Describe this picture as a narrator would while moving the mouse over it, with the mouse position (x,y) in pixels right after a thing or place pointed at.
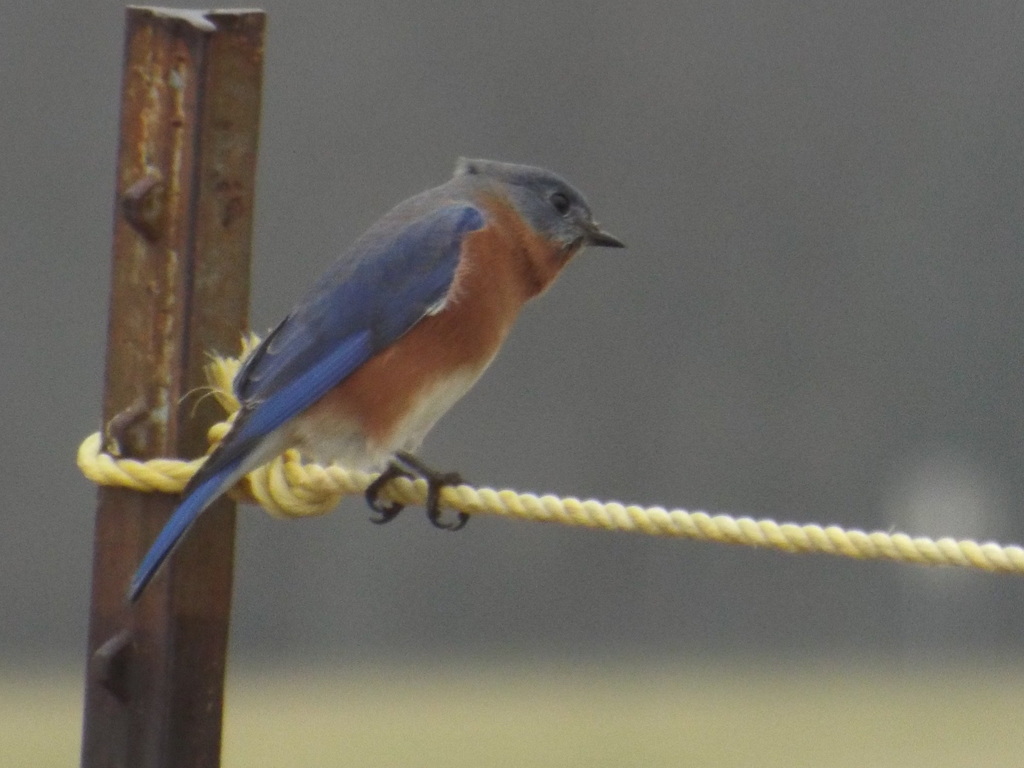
On this photo we can see a bird (391,465). Background there is a rod (141,276) and it is blurry.
